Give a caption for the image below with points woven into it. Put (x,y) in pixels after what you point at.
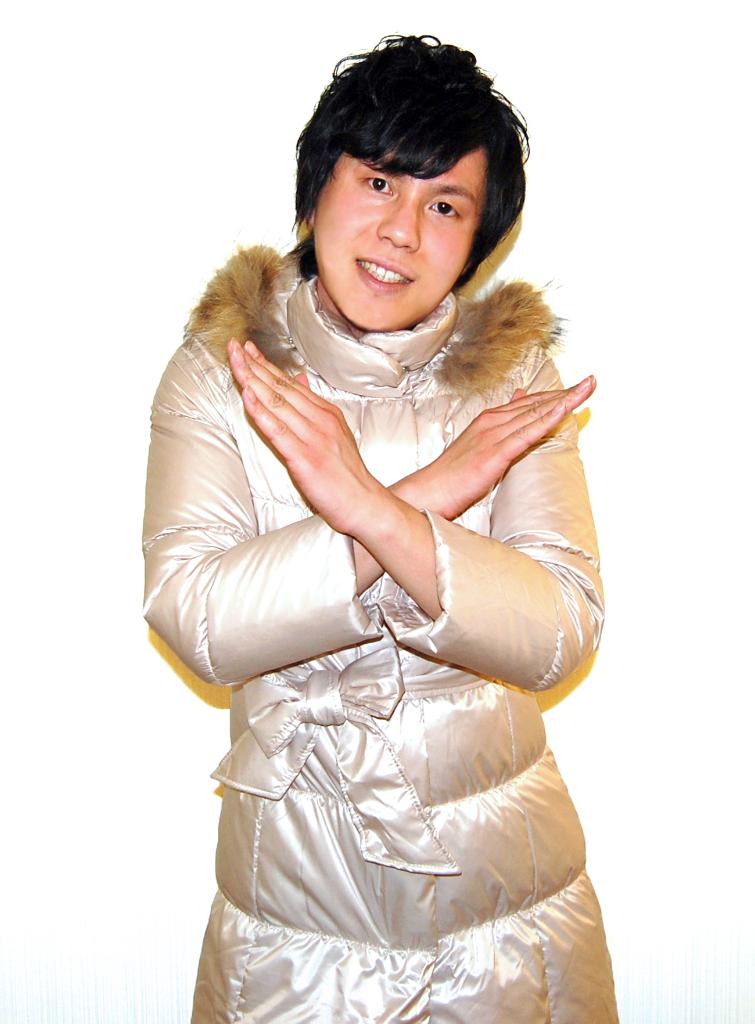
In the center of the image (297,534) there is a person (566,619). In the background of the image (162,139) there is a wall (603,218).
